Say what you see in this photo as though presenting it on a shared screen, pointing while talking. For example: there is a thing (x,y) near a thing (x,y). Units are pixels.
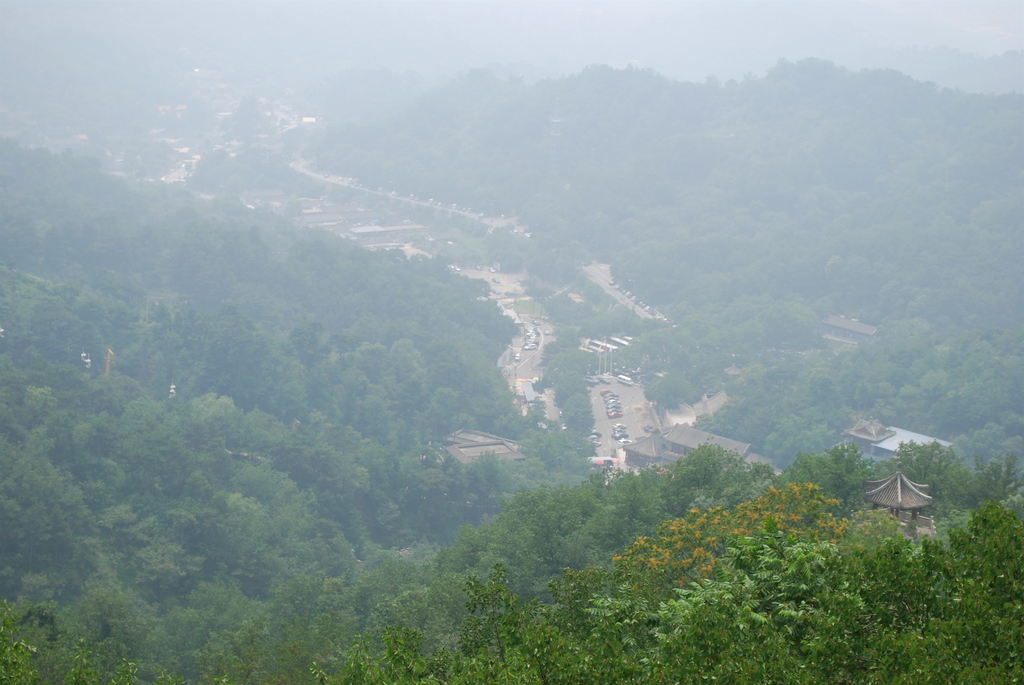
Here in this picture we can see an Aerial view of a place (727,375) and we can see most of the place (738,234) is covered with trees (189,378) over there and we can see houses (898,444) present and we can see vehicles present on the road (619,419) over there.
